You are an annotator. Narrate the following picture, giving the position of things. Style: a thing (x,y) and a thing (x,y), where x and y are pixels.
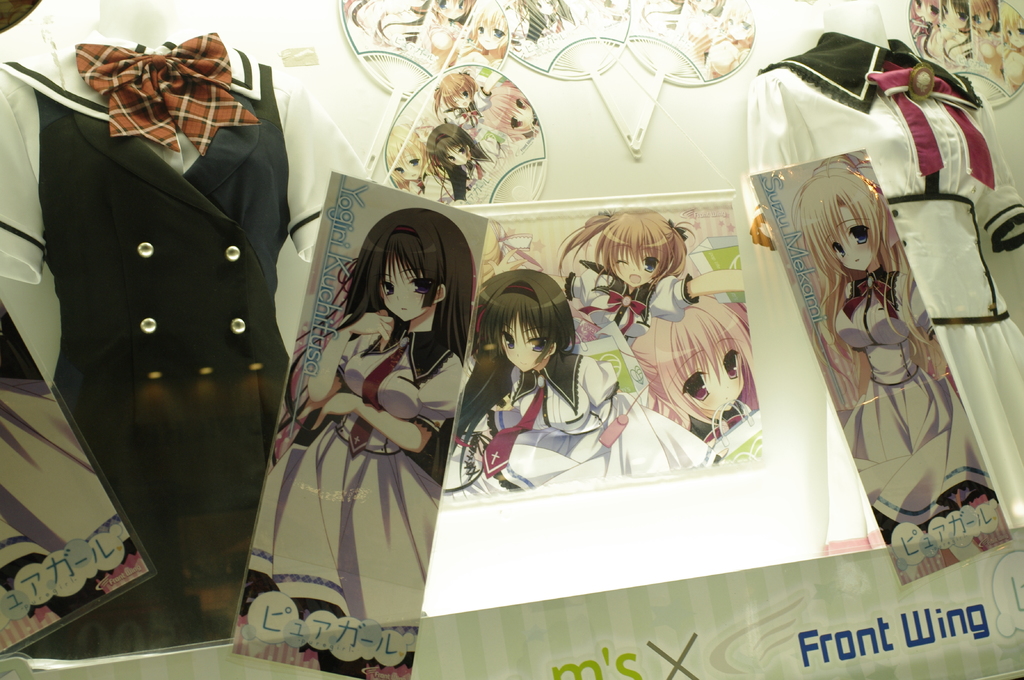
In this image we can see the mannequins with dresses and some pictures (386,379) of the cartoon (427,387) pasted on the wall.
